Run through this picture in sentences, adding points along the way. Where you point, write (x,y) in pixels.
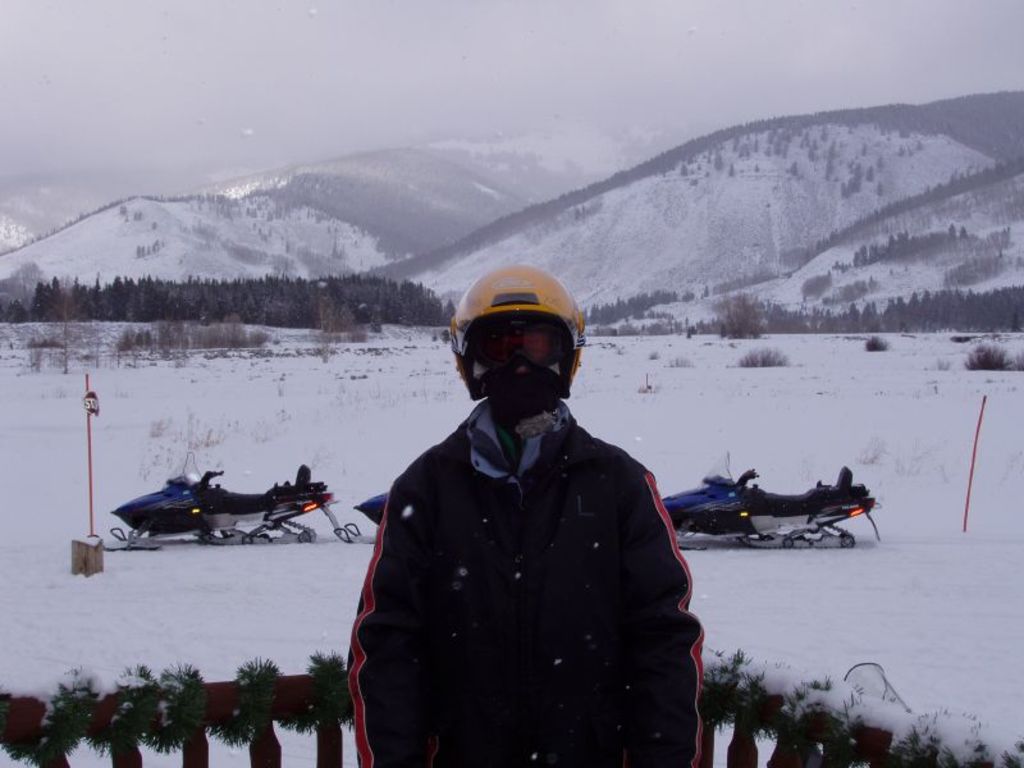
In the image we can see a person (569,653) standing, wearing clothes (634,662) and helmet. Here we can see the vehicles (277,499), fence (208,699) and the snow (209,572). Here we can see trees (214,305), poles (91,478), mountains (645,236) and the fog (236,85).
